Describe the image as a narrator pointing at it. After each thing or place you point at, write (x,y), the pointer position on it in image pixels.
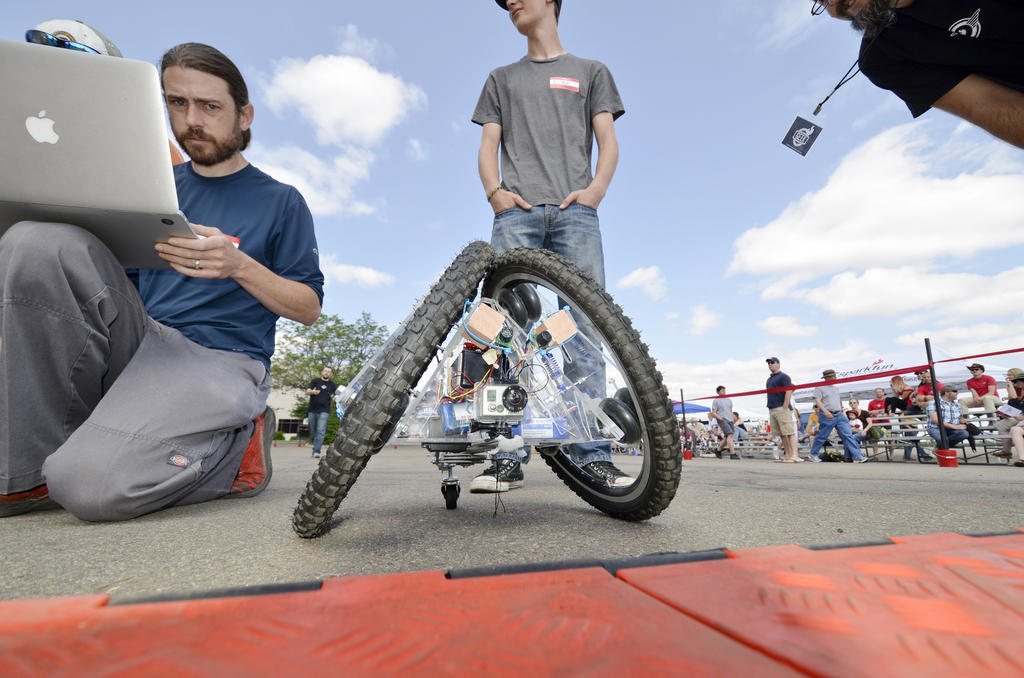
In the front of the image (558,196) I can see people (994,99), wheels (533,301) and device (527,381). Among them one person (199,87) is holding a laptop (107,81). In the background of the image (736,362) there are people (737,437), benches (754,437), rods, cloudy sky (387,287), tree (325,328), tents (687,406) and objects (876,374).
